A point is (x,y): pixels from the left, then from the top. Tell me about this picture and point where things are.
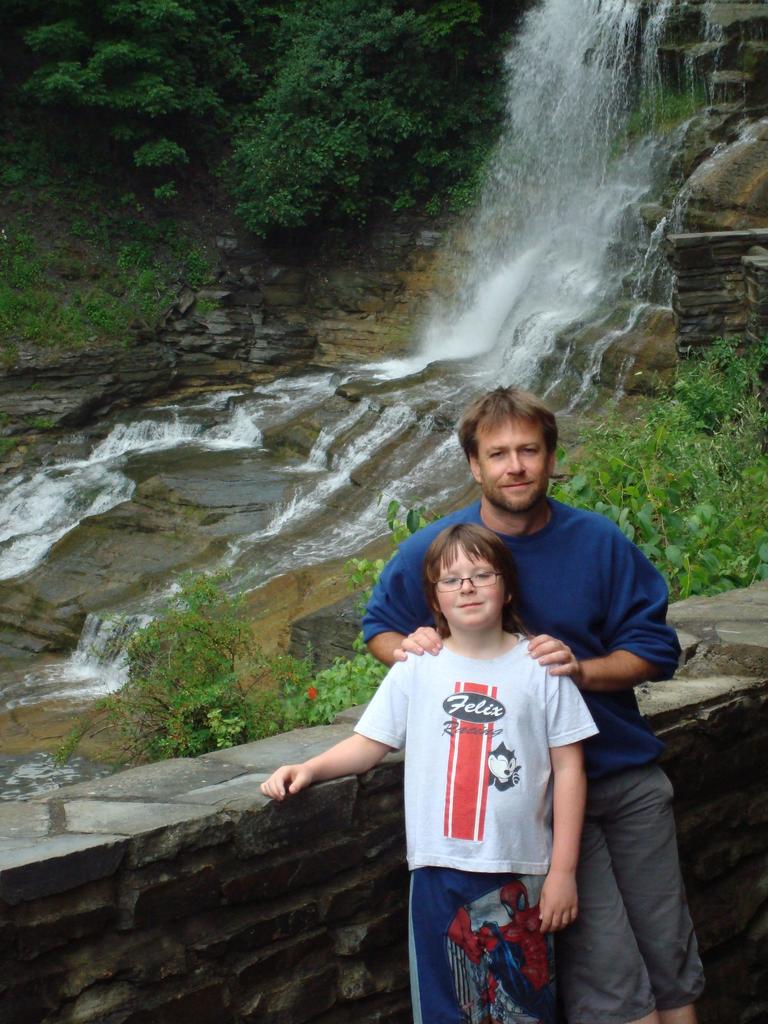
In this image, there are two persons (566,857) standing near the wall (276,875). In the background (620,1), I can see a waterfall (319,553) and there are trees (216,682).
